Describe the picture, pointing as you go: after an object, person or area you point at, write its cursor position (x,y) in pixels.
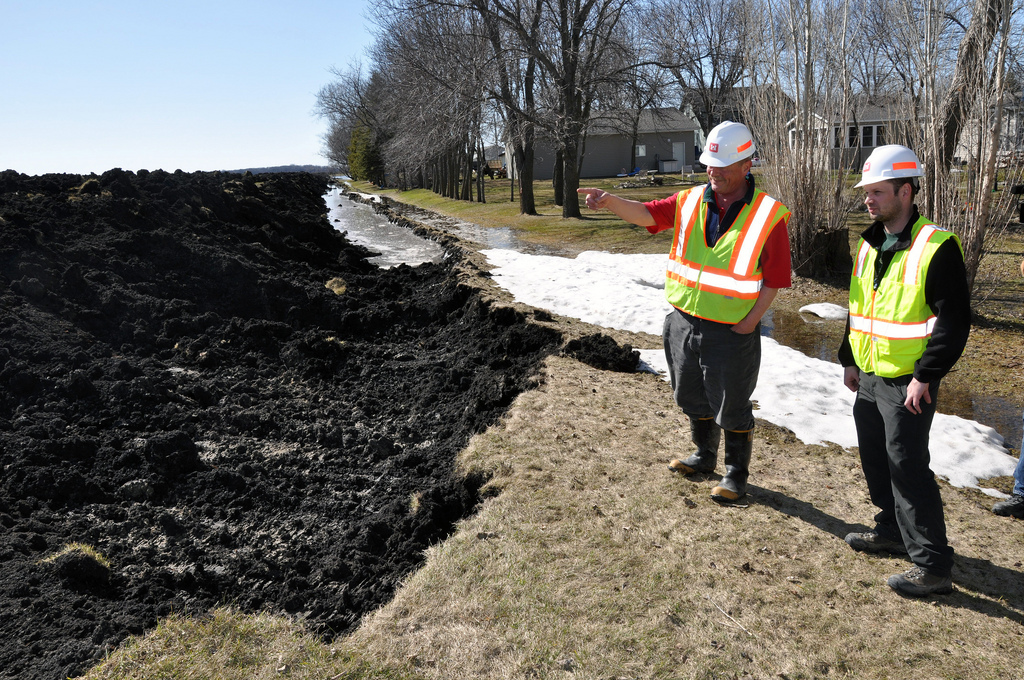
This picture is clicked outside. On the right (908,155) we can see the two persons (868,384) standing on the ground (844,562) and we can see the trees (635,120) and the grass (844,576). On the left (215,198) we can see the black color mud (240,349). In the background (289,30) there is a sky (298,77), trees (475,84) and some houses (549,167).
